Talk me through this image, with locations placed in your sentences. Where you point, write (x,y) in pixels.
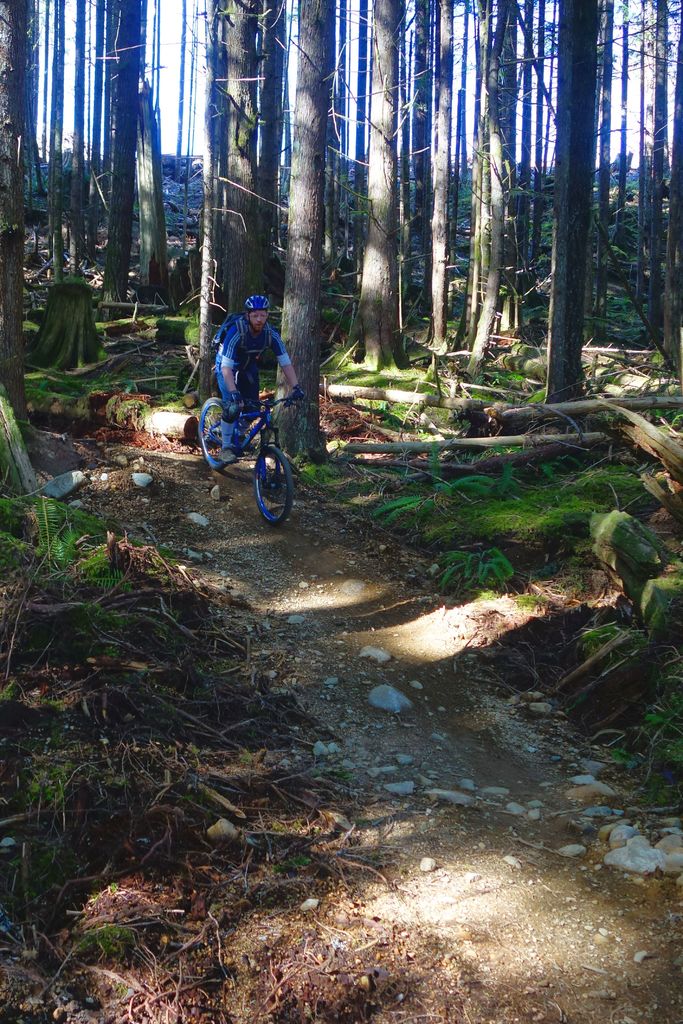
In this image I can see a path (268,583) in the centre (250,515) and on it I can see one person (245,335) on a bicycle (236,444). I can see he is wearing blue colour dress (235,344), blue helmet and I can see he is carrying a bag (236,322). On the both side of the path (367,698) I can see grass (472,565) and in the background (51,180) I can see number of trees (393,141).
